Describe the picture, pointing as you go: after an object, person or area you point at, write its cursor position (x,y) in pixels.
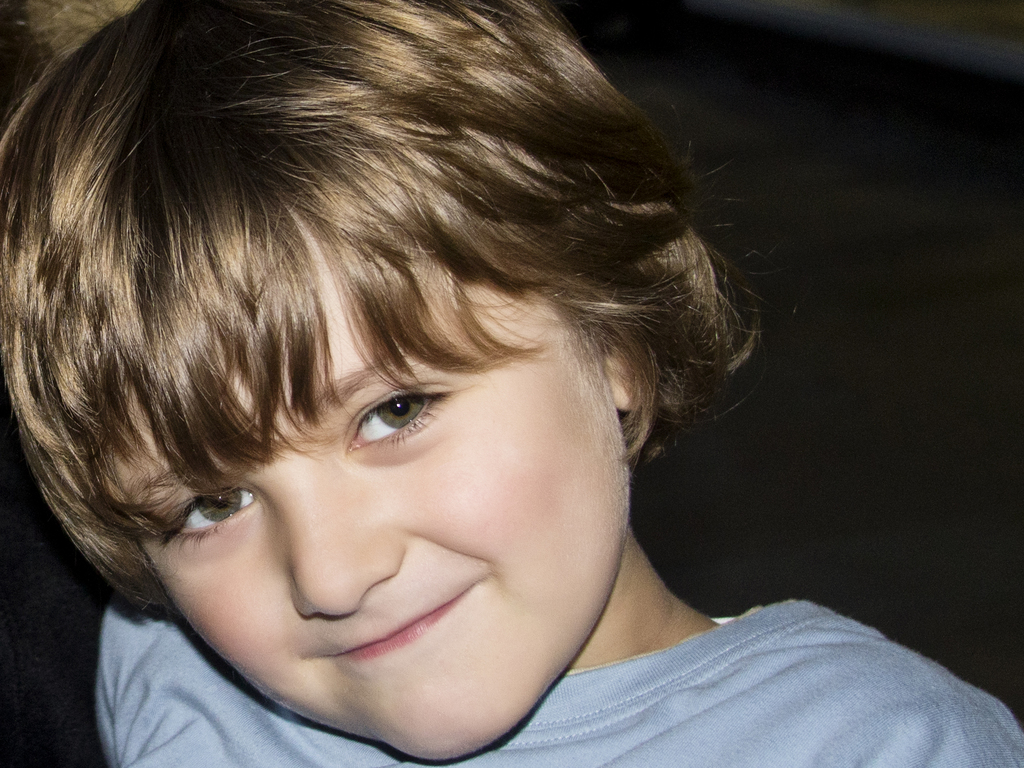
In this picture there is a kid (258,605). The kid (257,723) is wearing a blue t-shirt (803,692). The background (894,105) is dark.
